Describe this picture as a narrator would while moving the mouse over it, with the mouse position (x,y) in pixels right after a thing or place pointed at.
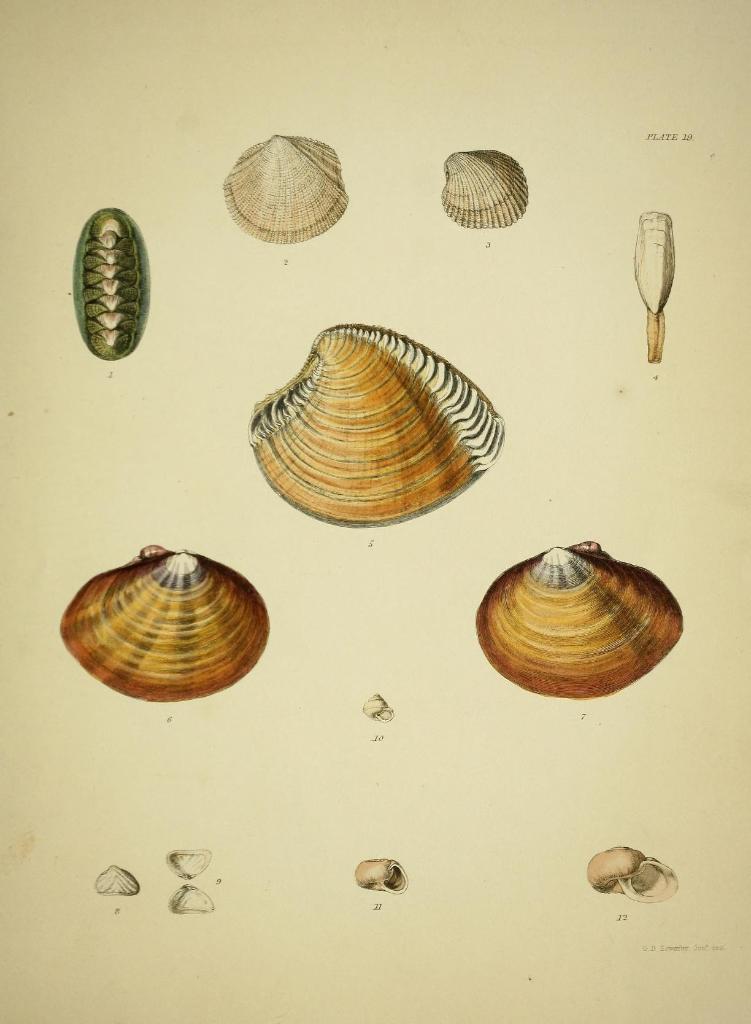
This is a paper (338,258) and here we can see some images (489,462) of shells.
